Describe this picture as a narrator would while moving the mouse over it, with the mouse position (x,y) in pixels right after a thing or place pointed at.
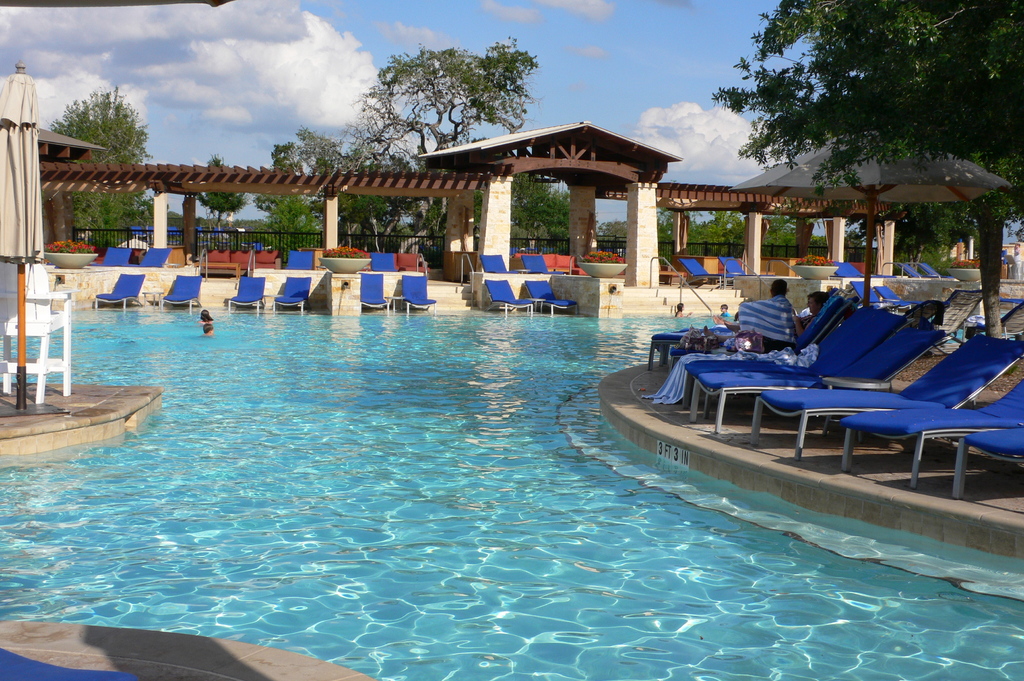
In this image we can see the swimming pool (834,593) and there are some chairs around the pool (792,630) and we can see a few people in the water (286,325) and there are few people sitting on the chairs (829,355). There is a structure (585,223) which looks like a shed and we can see some trees (100,157) and at the top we can see the sky (689,100) with clouds (40,56).
